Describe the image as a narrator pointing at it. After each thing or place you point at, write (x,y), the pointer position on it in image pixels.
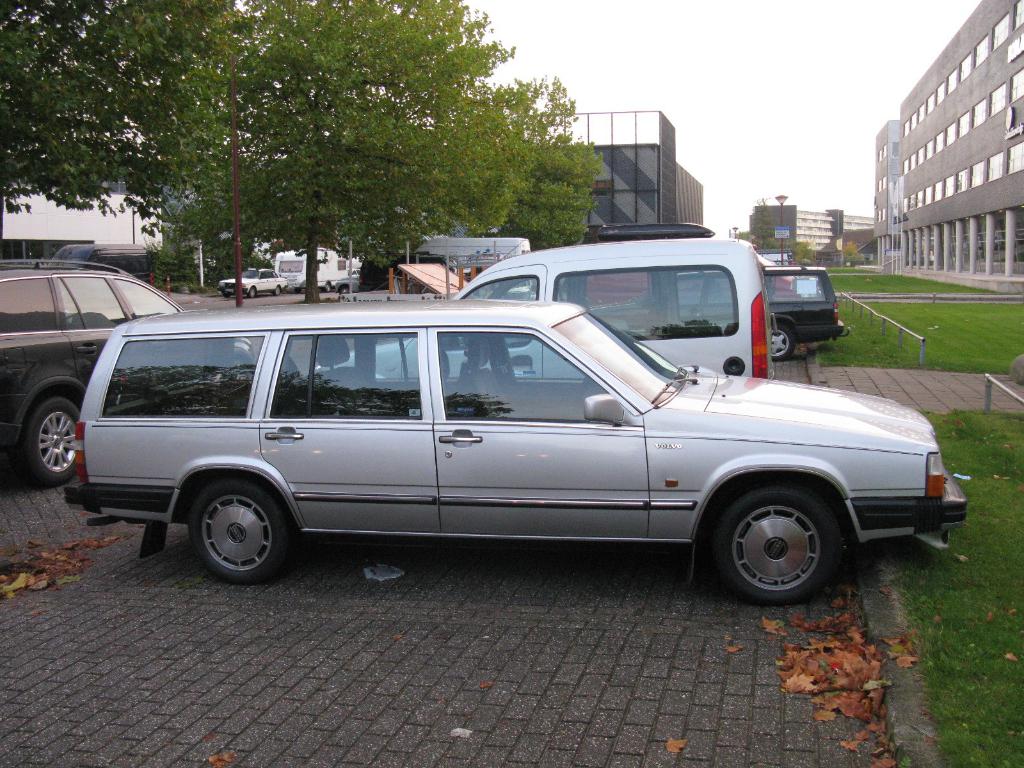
This picture is clicked outside the city. In the middle of the picture (546,484), we see the cars (612,498) which are parked on the road (573,611). On the right side (972,569), we see the grass (985,478) and a railing (882,330). On the left side (184,40), we see trees (388,170) and a vehicles (222,282) are parked on the road (617,703). There are trees (104,90) and buildings (982,187) in the background (809,213). At the top of the picture (783,110), we see the sky (713,38).
